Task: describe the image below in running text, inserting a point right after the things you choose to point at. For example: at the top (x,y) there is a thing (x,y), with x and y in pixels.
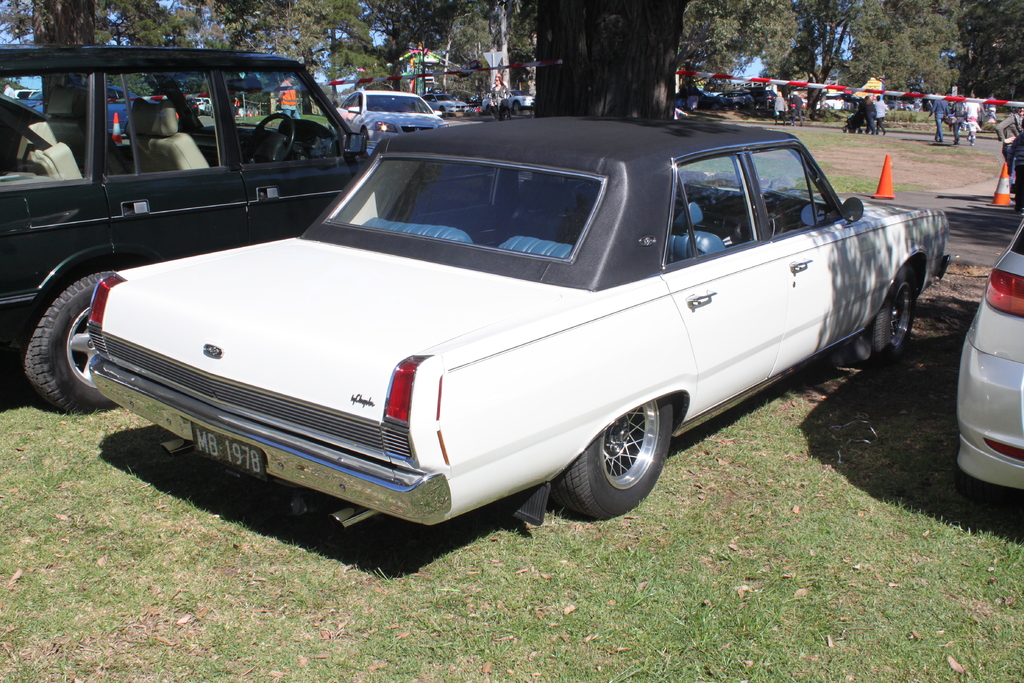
There are cars (542,441) on the ground (931,628). Here we can see few persons (1002,123), traffic cones (999,181), rods (735,75), and grass (460,581). In the background (548,56) there are trees (536,67) and sky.
